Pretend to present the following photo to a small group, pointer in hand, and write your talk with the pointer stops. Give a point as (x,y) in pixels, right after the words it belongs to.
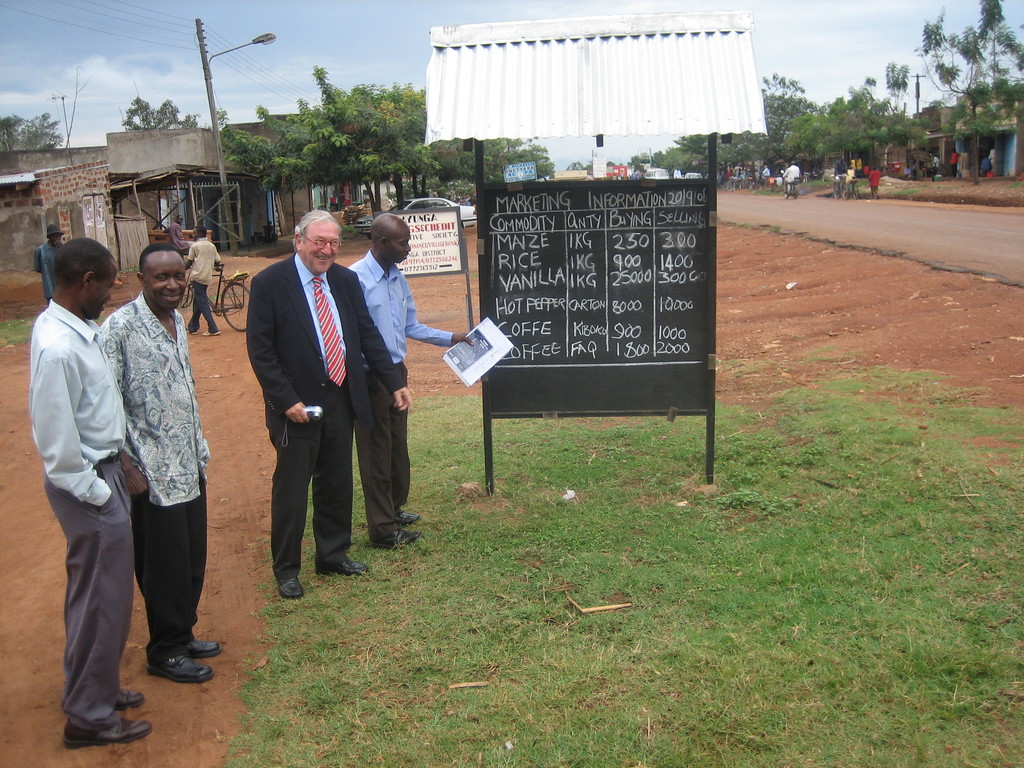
At the bottom of the image (444,521) there is grass (458,513). In the middle of the image (401,289) few people (400,528) are standing and there is a board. Behind the board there are some vehicles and few people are standing and there are some trees (974,155) and poles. At the top of the image (358,49) there are some clouds (956,27) and sky (408,66).
